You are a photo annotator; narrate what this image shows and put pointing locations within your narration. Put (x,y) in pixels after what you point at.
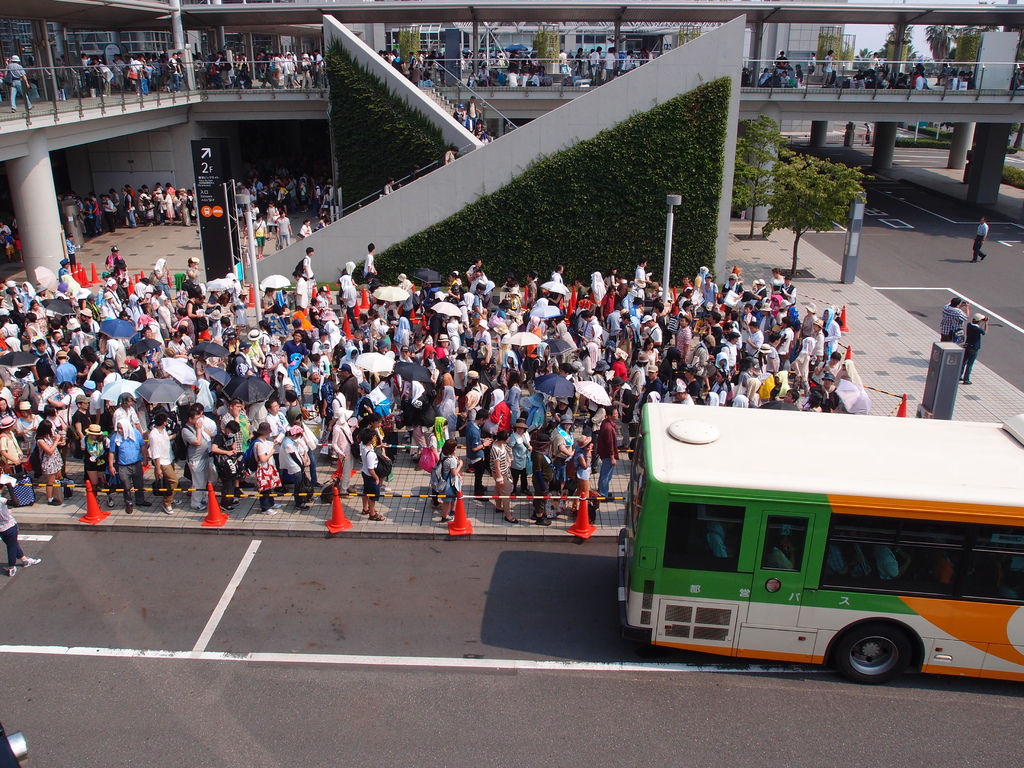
In this image I see number of people (136,208) on the path (755,232) and I see few more people (175,64) on the bridge (19,131) and I see few them are holding umbrellas (526,330) and I see the cones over here and I see plants (540,247) on this things (547,142) and I see the trees (788,155) and I see a bus (957,634) over here and I see the road (603,589) on which there are white lines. In the background (571,24) I see the buildings (515,36), pillars (985,157), few more trees (933,50) and the sky (866,39).
